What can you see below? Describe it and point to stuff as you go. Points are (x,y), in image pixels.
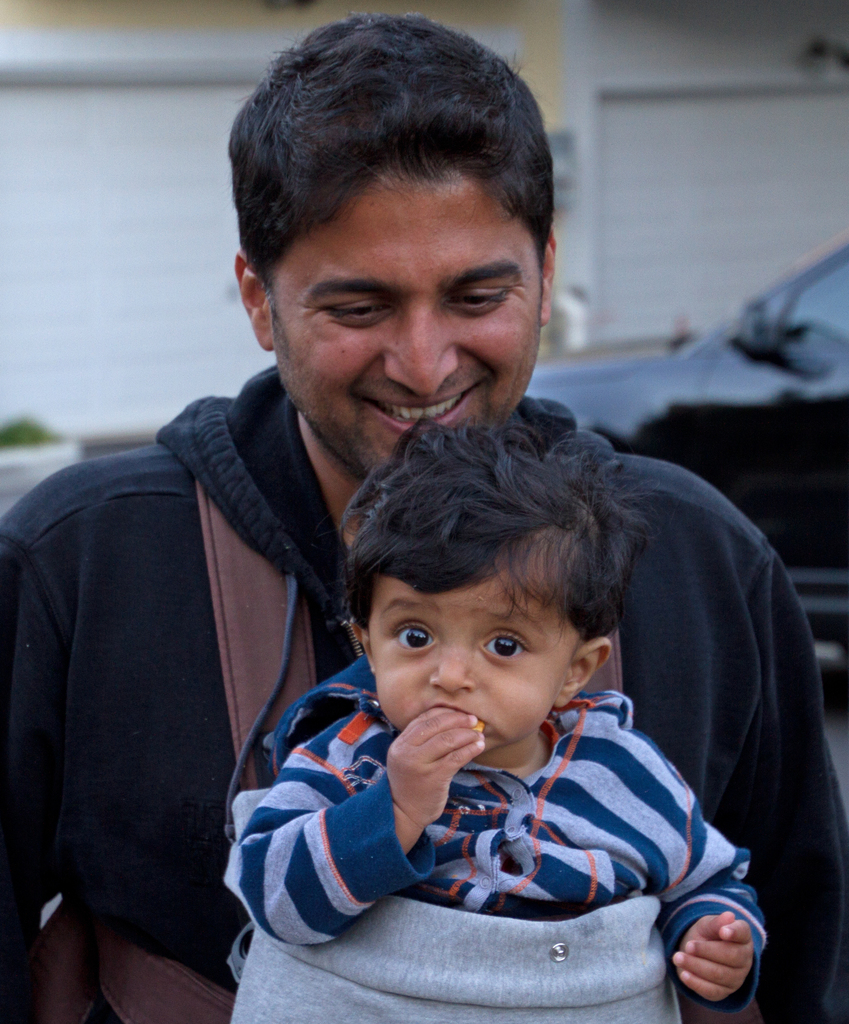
In the image there is a person (344,465) holding a baby (449,836) with the help of a bag (547,934), behind him there is a vehicle (715,459) moving on the road (13,463). In the background (116,202) there is a wall (556,288).
